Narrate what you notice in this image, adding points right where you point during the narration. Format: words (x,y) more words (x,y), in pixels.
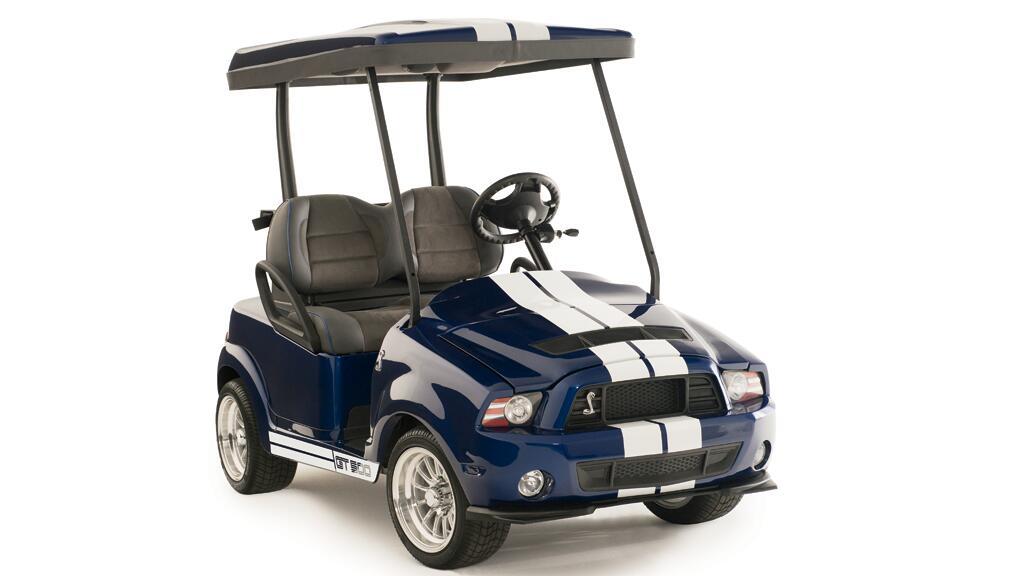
It is a vehicle (458,411) in the dark blue color, there are two seats (410,233) in it.
